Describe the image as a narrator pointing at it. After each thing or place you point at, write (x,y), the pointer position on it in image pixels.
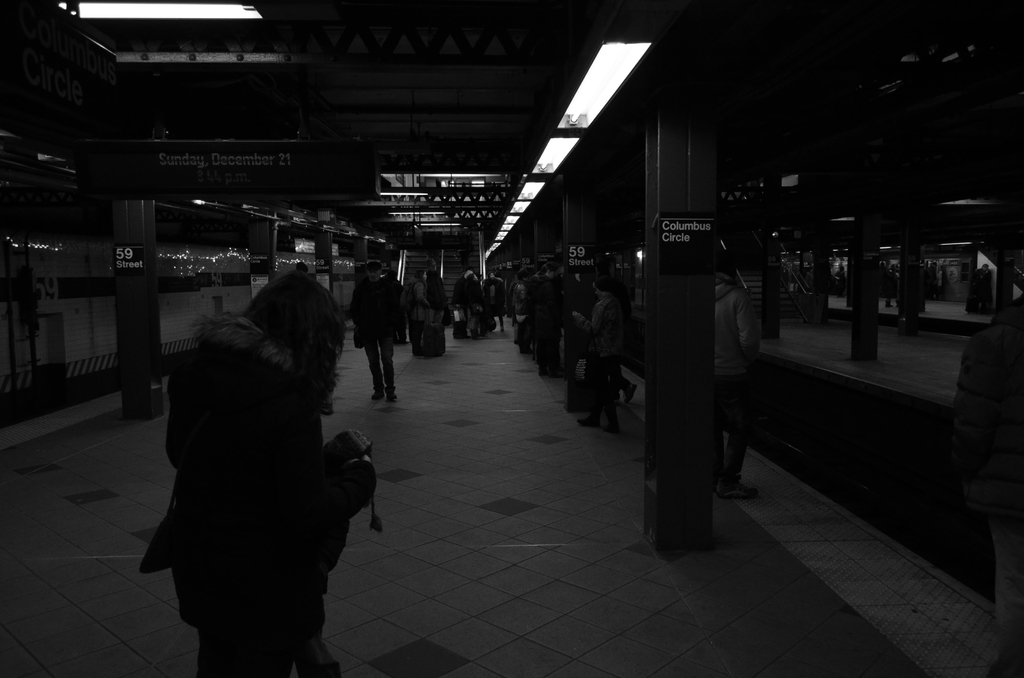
In the middle of the picture (363,301), we see people (299,346) are standing. On the right side (686,183), we see a pillar (712,382) and a board (699,248) with text (695,220) written as "Columbus Circle". At the top of the picture (361,213), we see the ceiling (441,123). This might be a railway platform (460,479). This picture is clicked in the dark.
